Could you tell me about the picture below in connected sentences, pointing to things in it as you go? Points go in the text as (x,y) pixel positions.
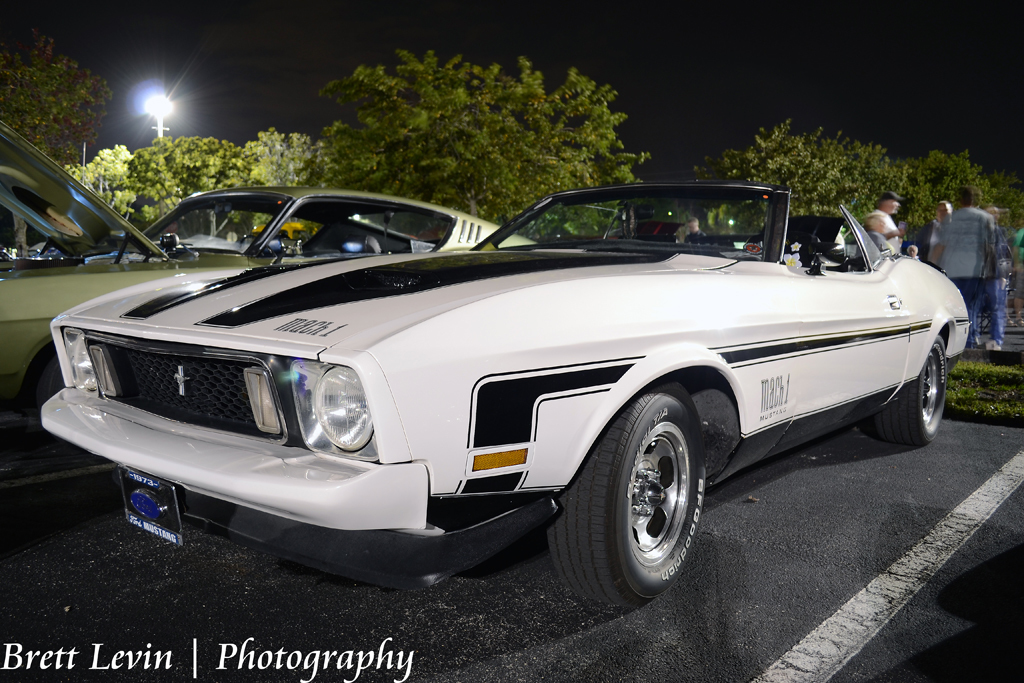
In this image I can see a car (495,319) which is white and black in color on the road (702,540) and few other cars (44,278) on the road (741,585). In the background (984,259) I can see few persons (932,250) standing on the ground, few trees (35,138), a light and the dark sky (584,61).
